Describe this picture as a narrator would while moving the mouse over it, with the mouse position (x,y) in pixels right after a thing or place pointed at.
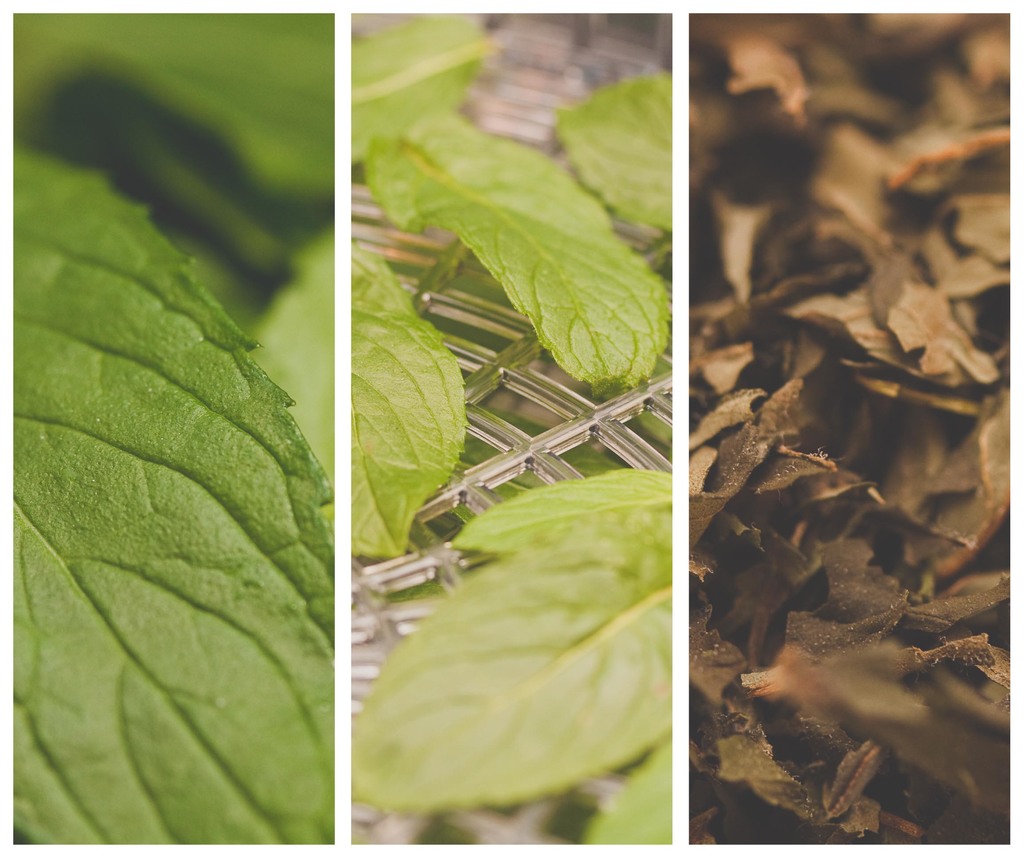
It is a collage image, there are three different images of leaves (400,474).
